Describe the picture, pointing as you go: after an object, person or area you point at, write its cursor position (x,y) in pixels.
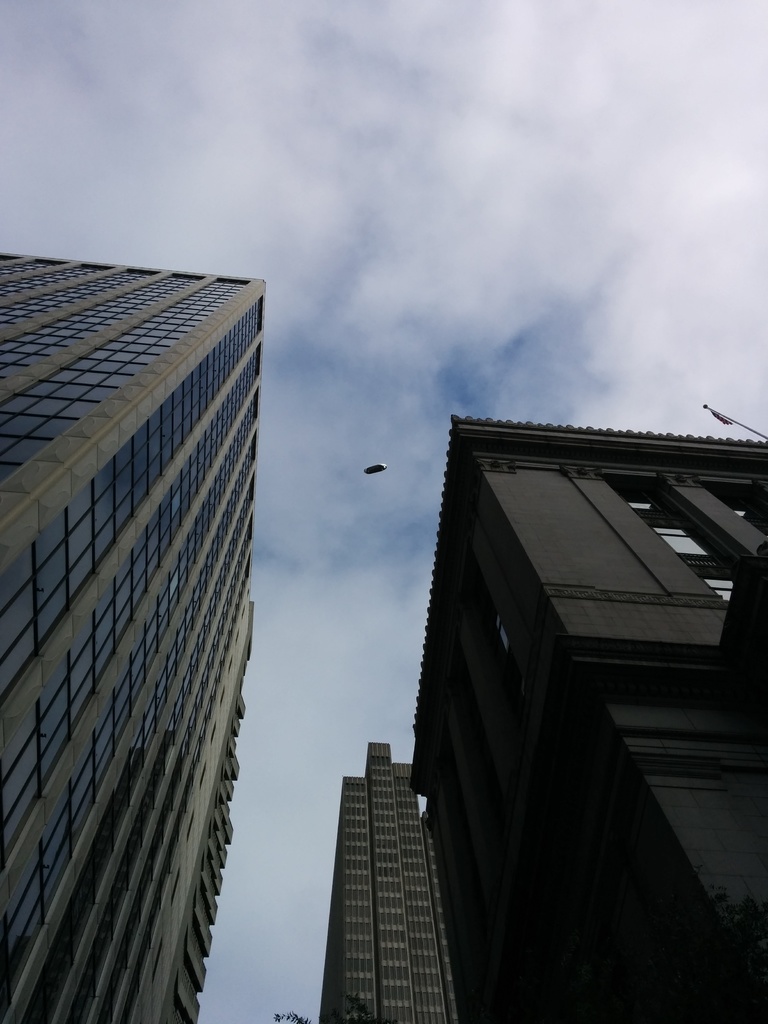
In this image on the right side (660,611) and left side (206,483) there are some buildings (100,649) and skyscrapers (31,598), at the top (475,208) there is sky (383,233).
